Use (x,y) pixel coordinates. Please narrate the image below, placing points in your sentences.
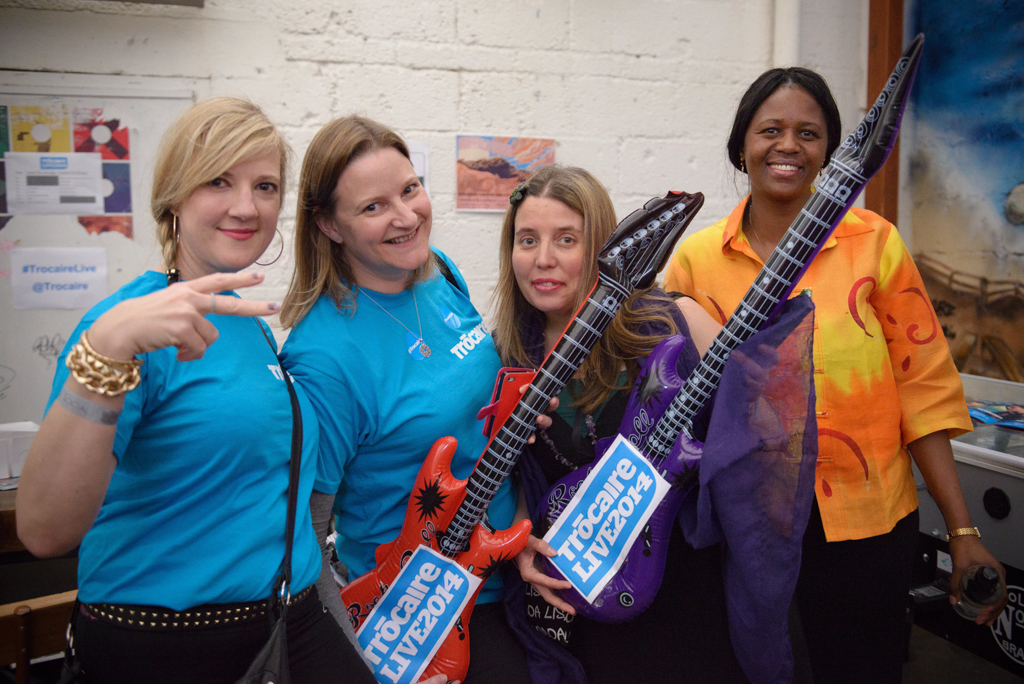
This 4 woman's (233,235) are standing and giving stills. This 2 women (549,617) are holding a guitar (608,554). On wall (434,146) there are different type of posters (460,146). This woman (884,530) is holding a bottle (973,573).
